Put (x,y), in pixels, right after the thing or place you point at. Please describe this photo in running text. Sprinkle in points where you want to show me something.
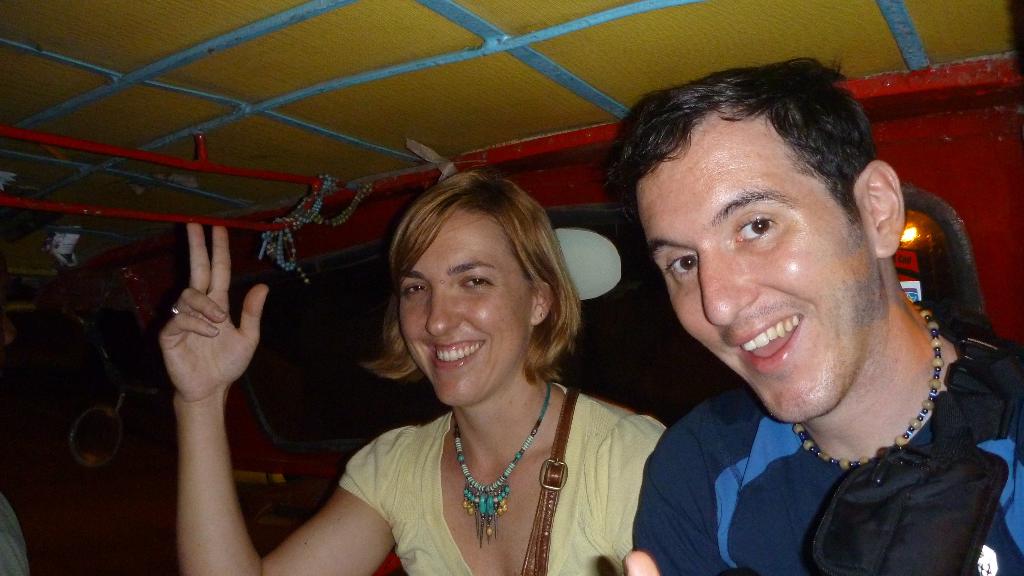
In the center of the image (410,207) we can see two people (894,416) are smiling and a lady (464,506) is wearing a bag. In the background of the image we can see the windows (933,246), light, board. At the top of the image (309,123) we can see the roof (344,154) and rod (63,208).
